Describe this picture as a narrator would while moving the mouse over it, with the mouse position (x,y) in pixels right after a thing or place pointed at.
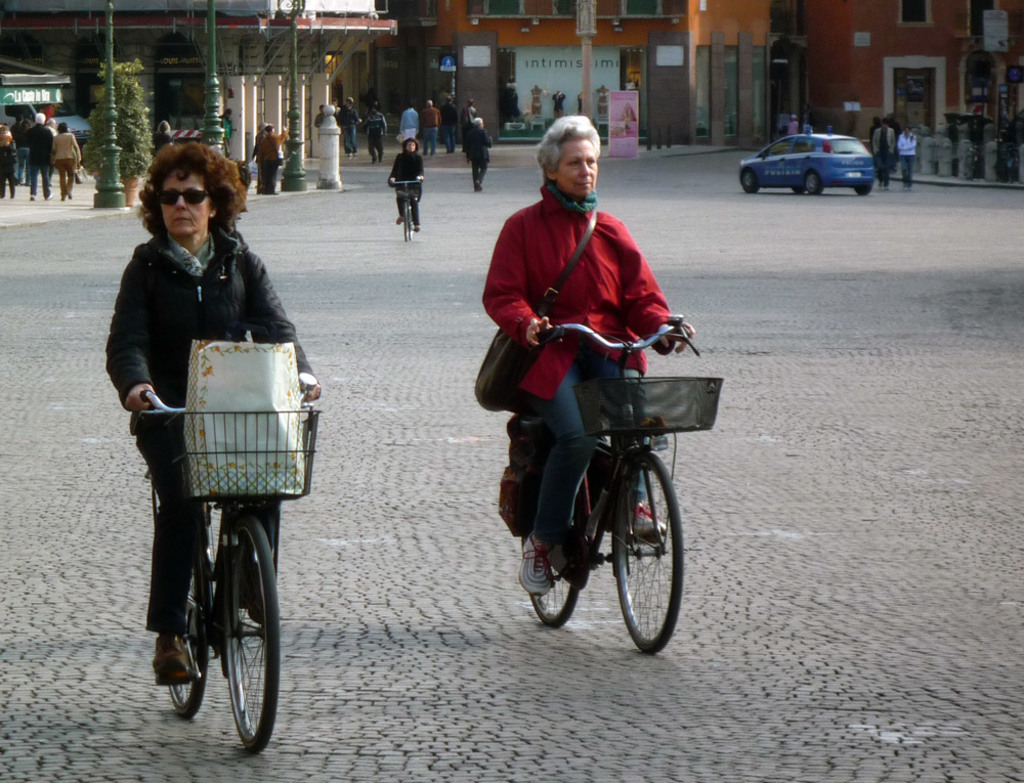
Here we can see a couple of women (528,386) riding bicycles (583,390) on road (447,167) and behind them also we can see some people (63,162) walking and riding bicycles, on the right side (799,136) we can see a car (862,185) and we can see buildings (228,50) and trees (117,138) present.
